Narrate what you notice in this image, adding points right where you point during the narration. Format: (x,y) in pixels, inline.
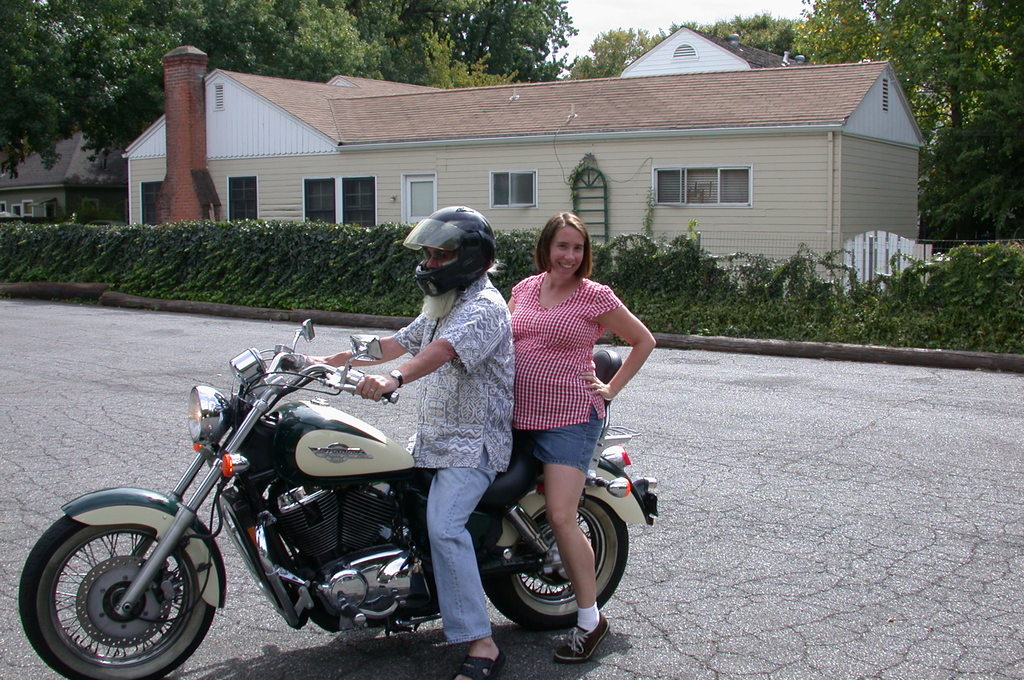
In this picture there is a man (456,425) who is sitting and riding a motor bicycle (412,472). There is a woman (561,410) who is sitting on the motor bicycle (606,433). There is a house (591,139). There are some trees (306,15) at the background (835,33).
